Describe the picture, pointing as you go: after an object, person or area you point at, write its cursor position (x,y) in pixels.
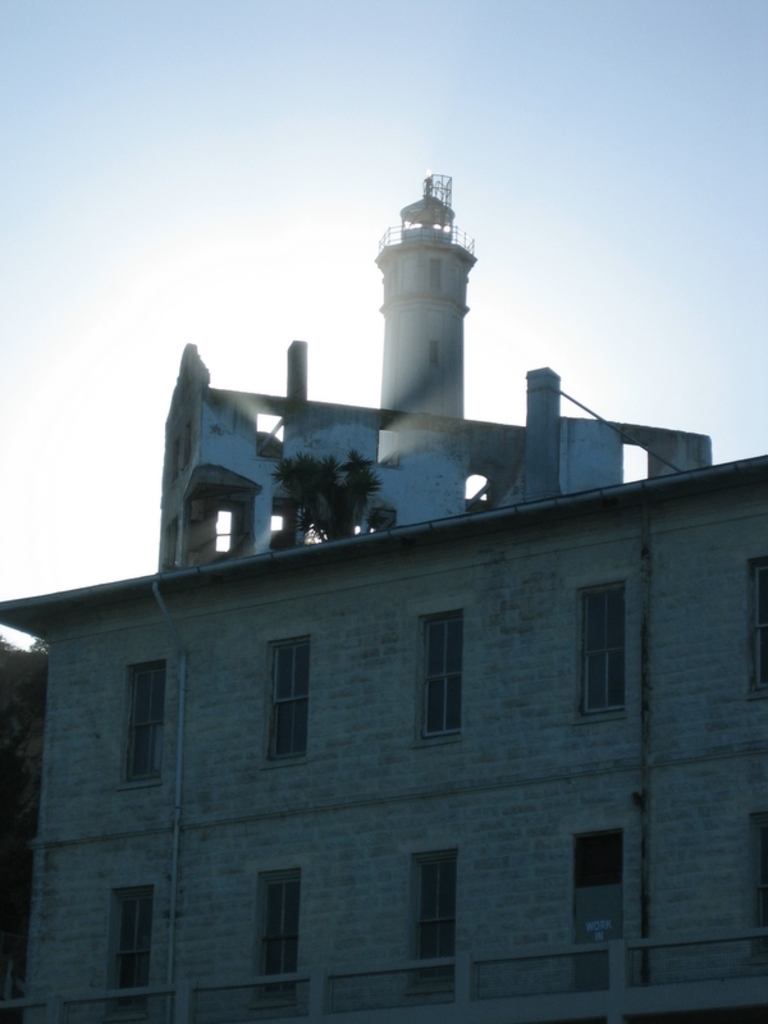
This image consists of a building (495,674) to which there are many windows (450,636). At the top (388,330), we can see a tower (413,389) and there is a sky (263,97).
